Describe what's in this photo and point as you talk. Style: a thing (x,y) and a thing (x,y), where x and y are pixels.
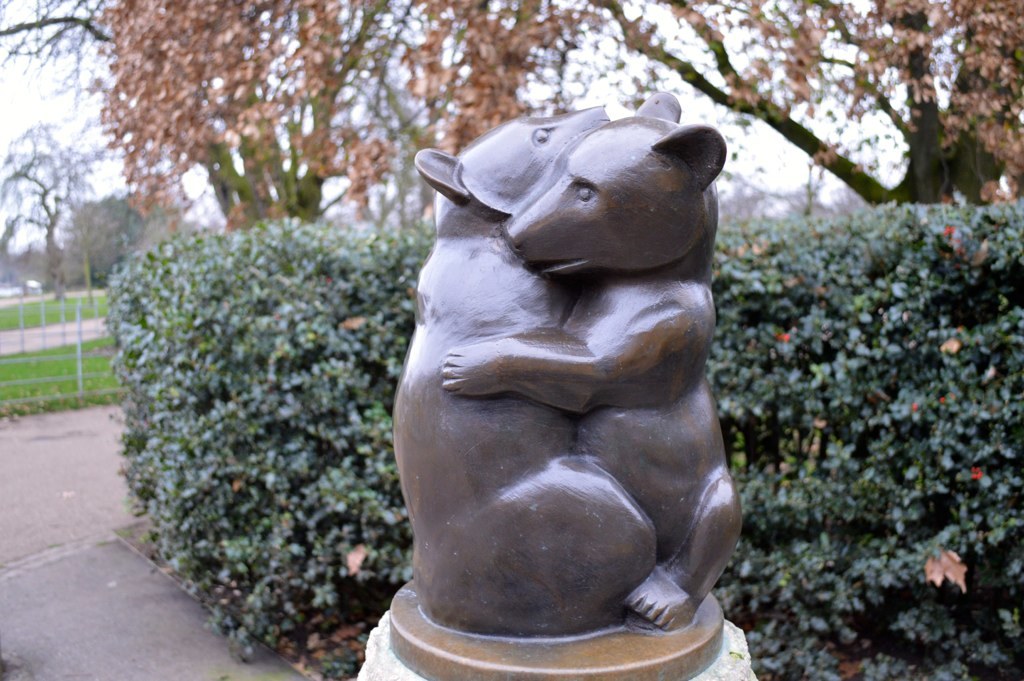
In this image we can see the statue (574,383) of two animals (656,481) hugging. In the background (45,199), we can see shrubs (354,429), grass (70,364), fence (41,381), trees (77,188) and the sky (81,121).
